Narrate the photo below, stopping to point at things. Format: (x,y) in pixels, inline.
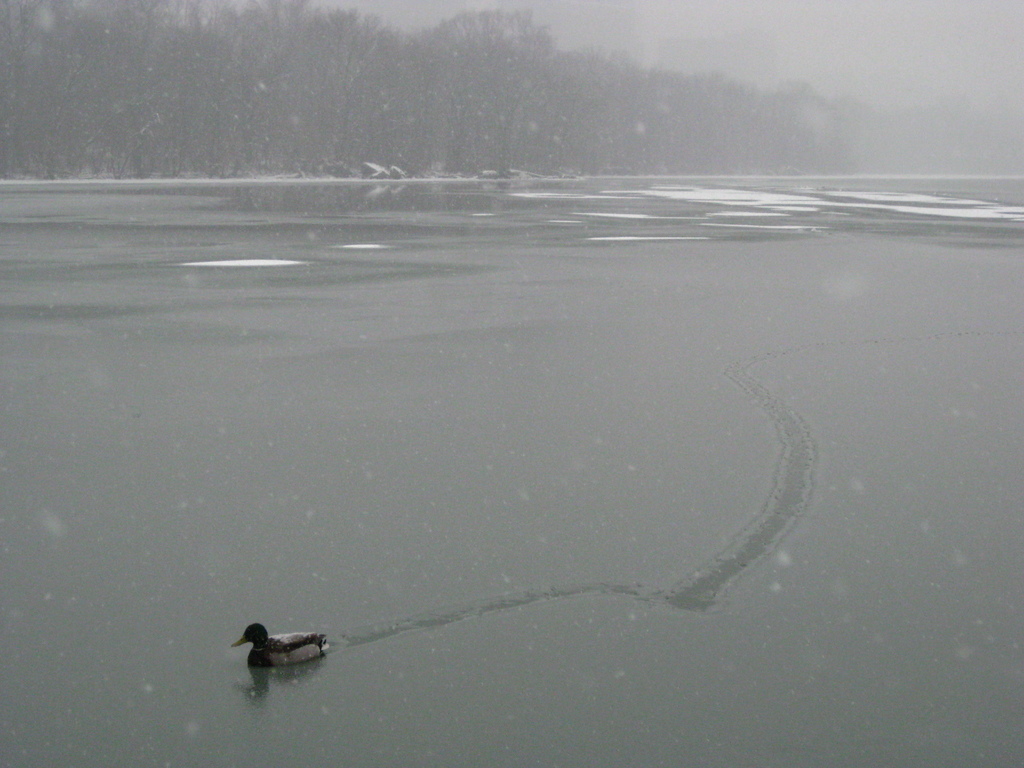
In this image there is a water surface (667,204) on that there is a duck (253,653) swimming, in the background (501,81) there are trees (545,116).
